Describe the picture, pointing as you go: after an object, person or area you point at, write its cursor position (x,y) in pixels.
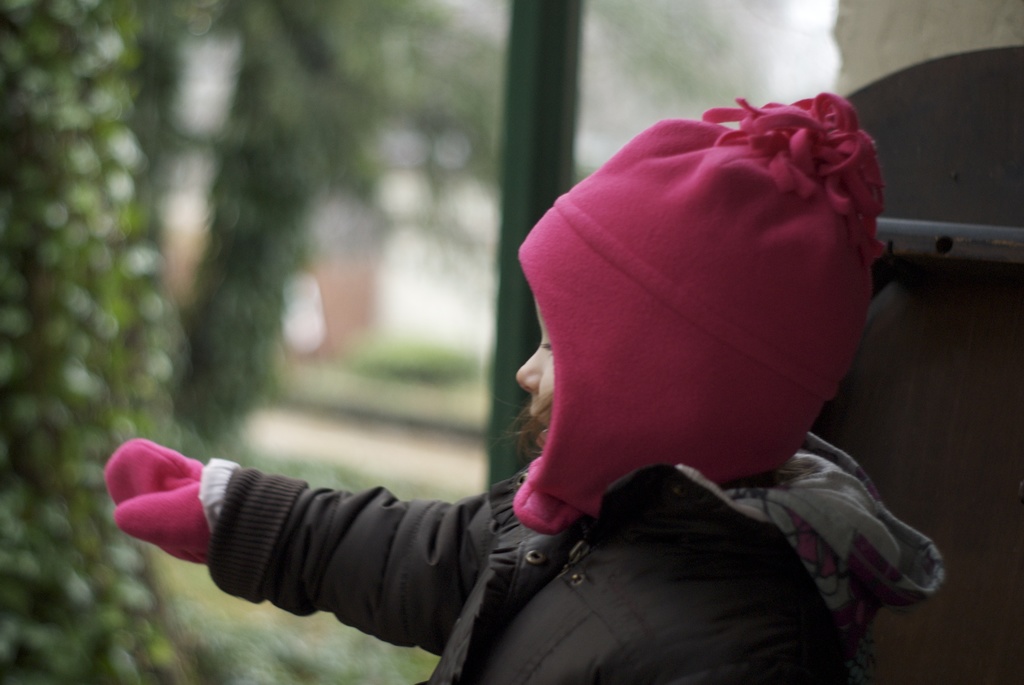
In this image I can see a girl (682,608). I can see she is wearing pink cap (619,435), pink glove (167,454) and black jacket (607,563). I can see green colour in background (242,179) and I can see this image is little bit blurry from background (347,129).
